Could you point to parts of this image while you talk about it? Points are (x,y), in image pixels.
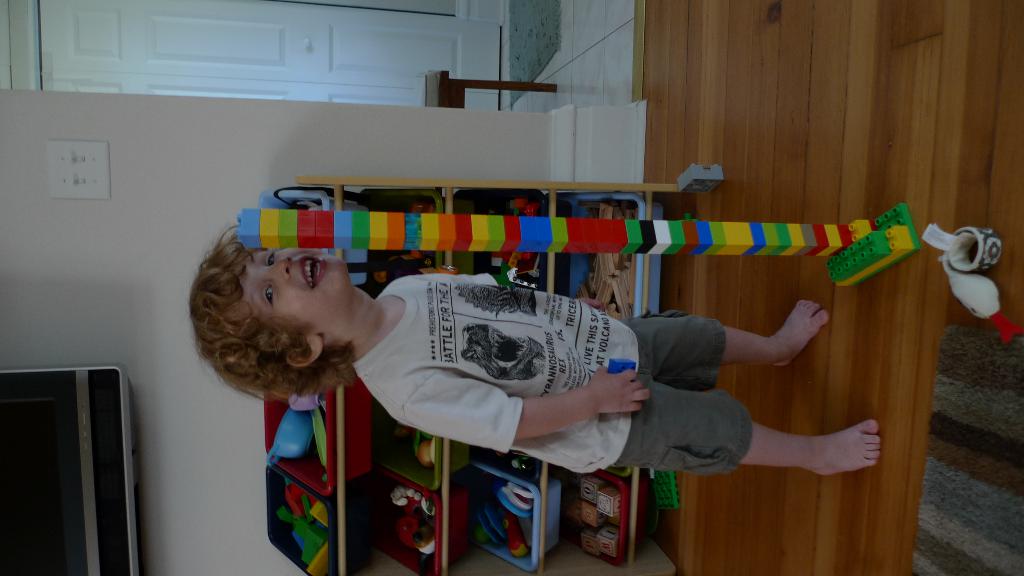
In this picture there is a small boy (330,297) in the image and there is a rack (493,183) behind him and there is a television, door (333,67), and a stool (523,82) in the image.
